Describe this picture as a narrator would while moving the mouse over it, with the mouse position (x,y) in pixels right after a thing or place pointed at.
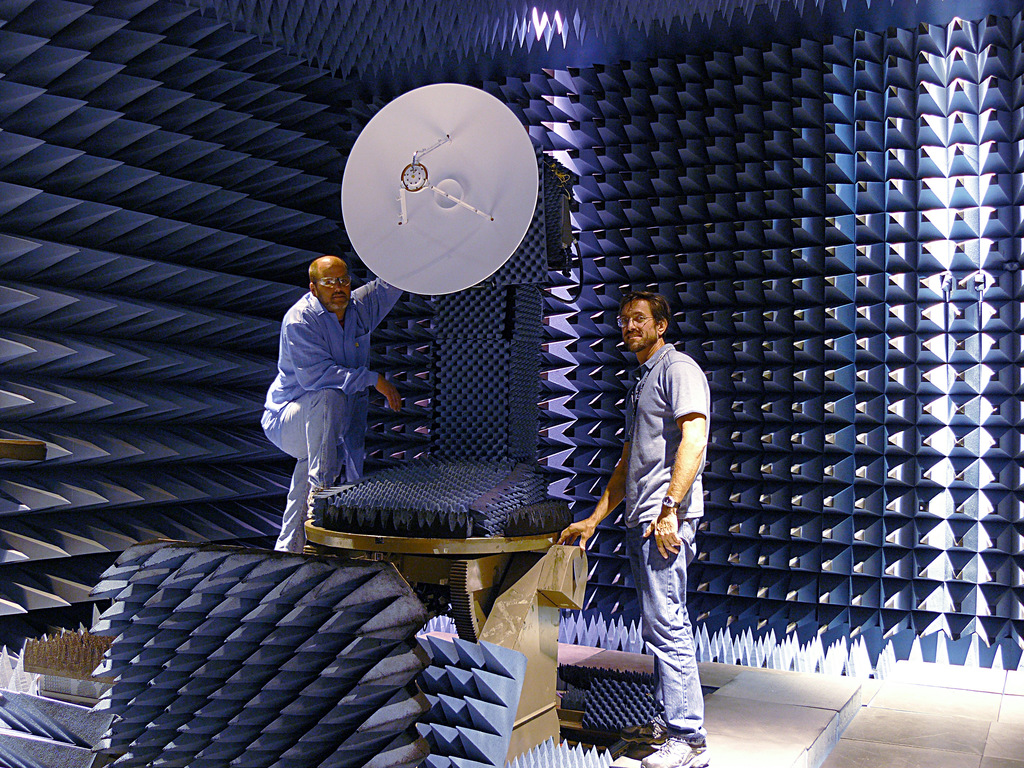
In this picture we can see two men (354,445) wore spectacles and a man (666,478) standing on the floor (731,693) and smiling, antenna (400,269) and some sharp edge objects (346,677).
